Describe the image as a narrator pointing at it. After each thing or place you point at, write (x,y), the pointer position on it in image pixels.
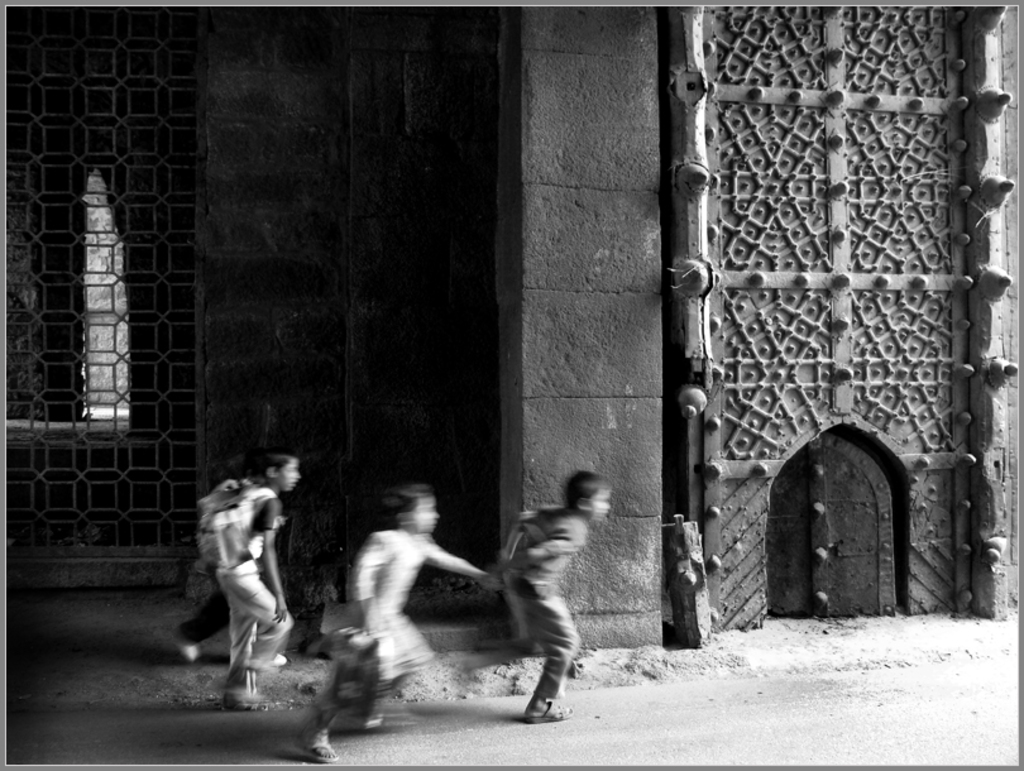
In this image, we can see kids (424,508) running and in the background (367,298), there is a building (433,181).
